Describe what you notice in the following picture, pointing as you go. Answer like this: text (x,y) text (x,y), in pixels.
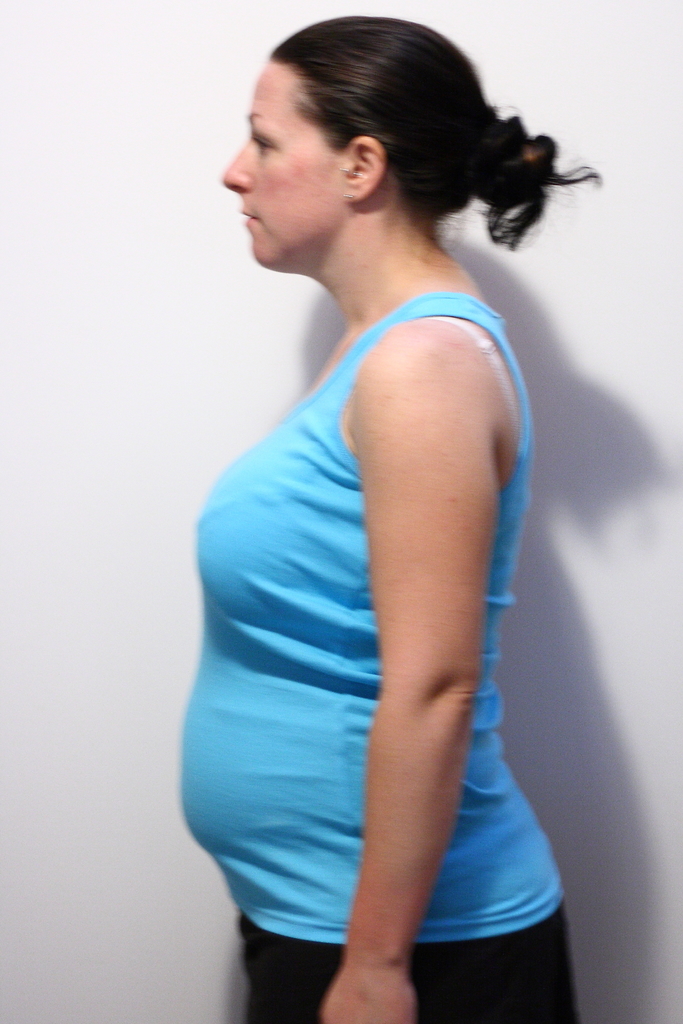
In this image in front (432,769) there is a person (338,526). Behind her there is a wall (156,385).
